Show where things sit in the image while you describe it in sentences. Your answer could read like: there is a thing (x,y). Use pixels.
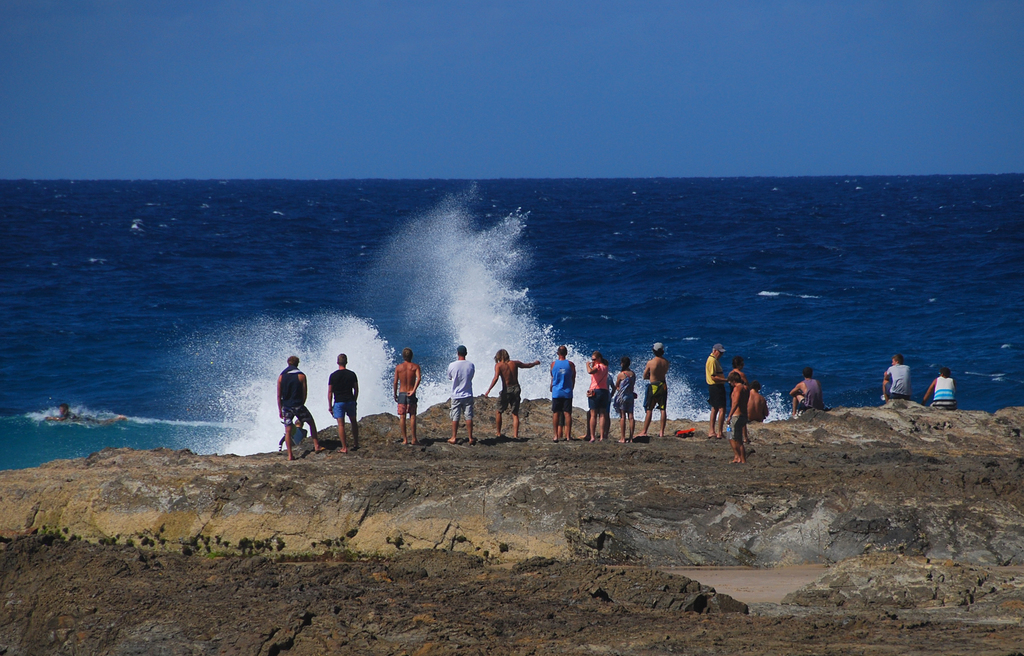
In the image we can see there are many people (555,405) standing and some of them are sitting, they are wearing clothes (811,399). Here we can see the sea (475,281) and the sky (450,97). We can even see a person (82,419) in the water (86,436) and the solid surface (396,533).
